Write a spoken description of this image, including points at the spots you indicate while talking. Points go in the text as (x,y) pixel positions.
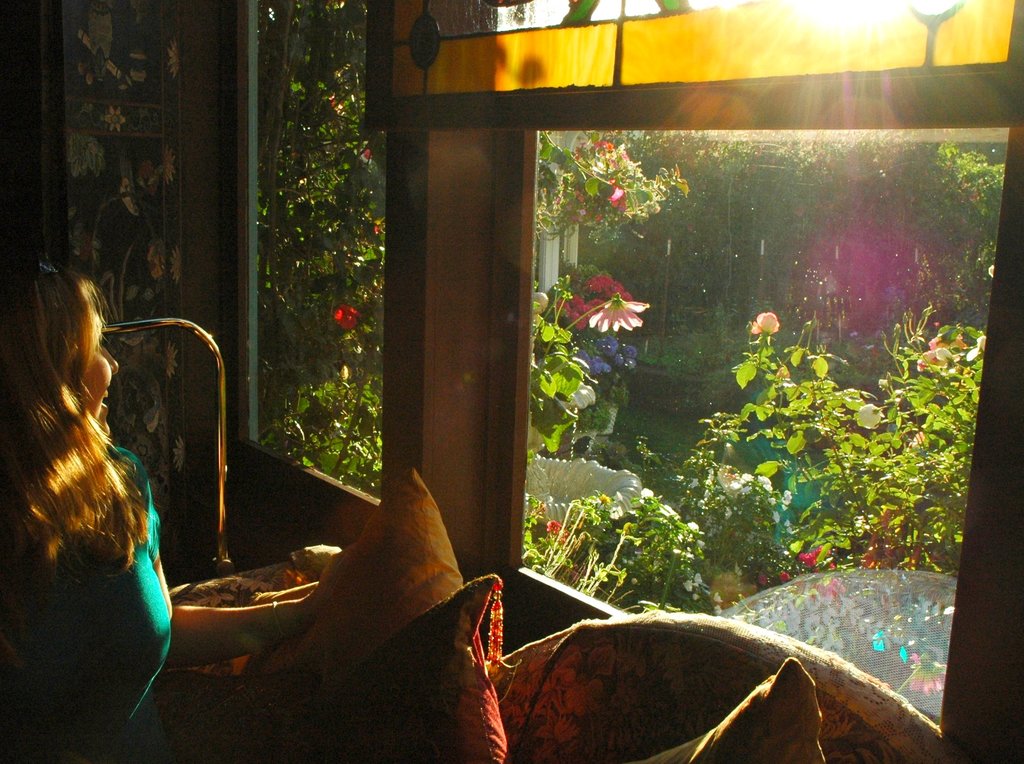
In this picture there is a woman (100,504) holding an object (354,604) in the left corner (106,635) and there are few plants (763,379) and trees (736,292) in the background (699,310).
